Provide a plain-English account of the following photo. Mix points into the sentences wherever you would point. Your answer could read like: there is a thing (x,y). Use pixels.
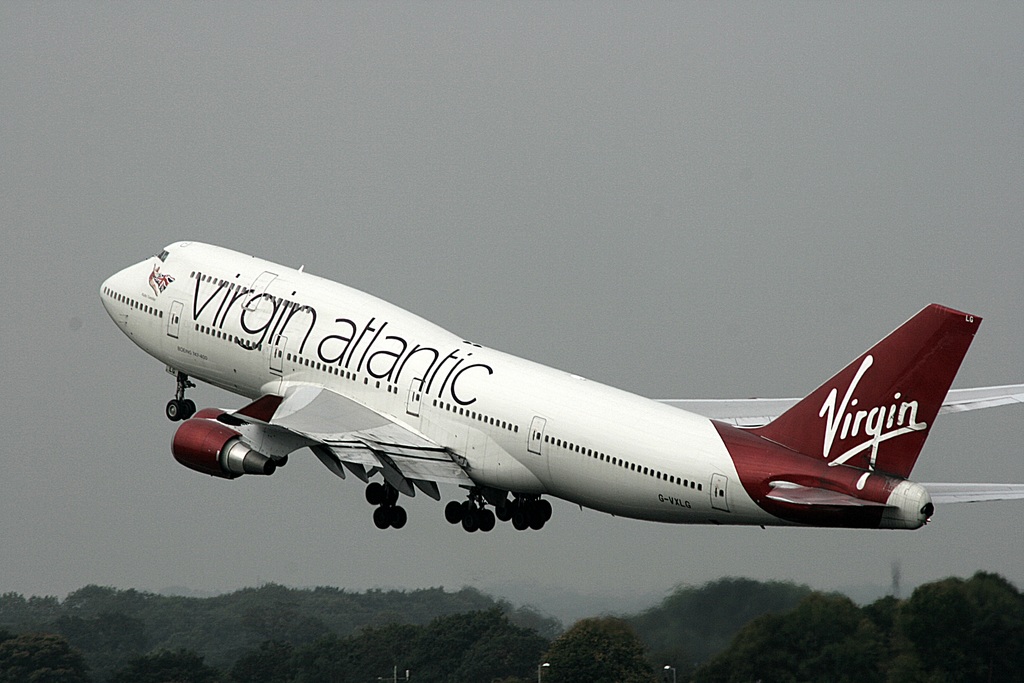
In this picture we can see a plane (502,451) in the air (264,488), down we can see some trees (605,631).
